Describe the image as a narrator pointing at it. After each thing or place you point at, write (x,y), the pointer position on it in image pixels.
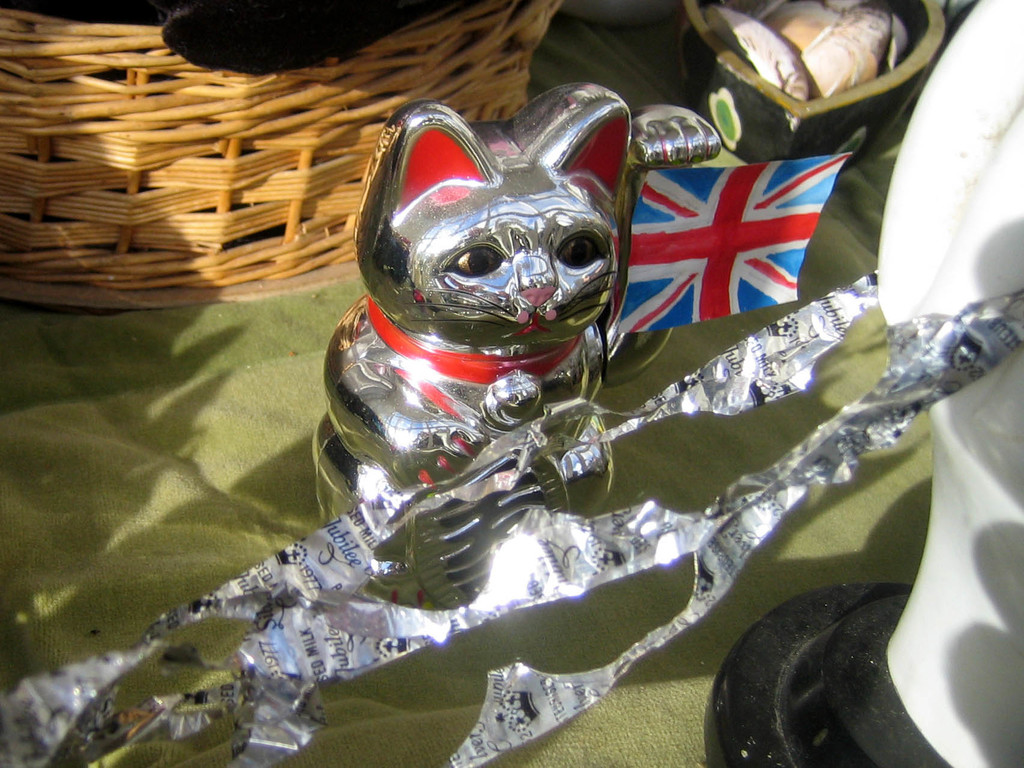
In the picture we can see a toy (394,401), basket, and objects (792,234) on the cloth (127,697).
